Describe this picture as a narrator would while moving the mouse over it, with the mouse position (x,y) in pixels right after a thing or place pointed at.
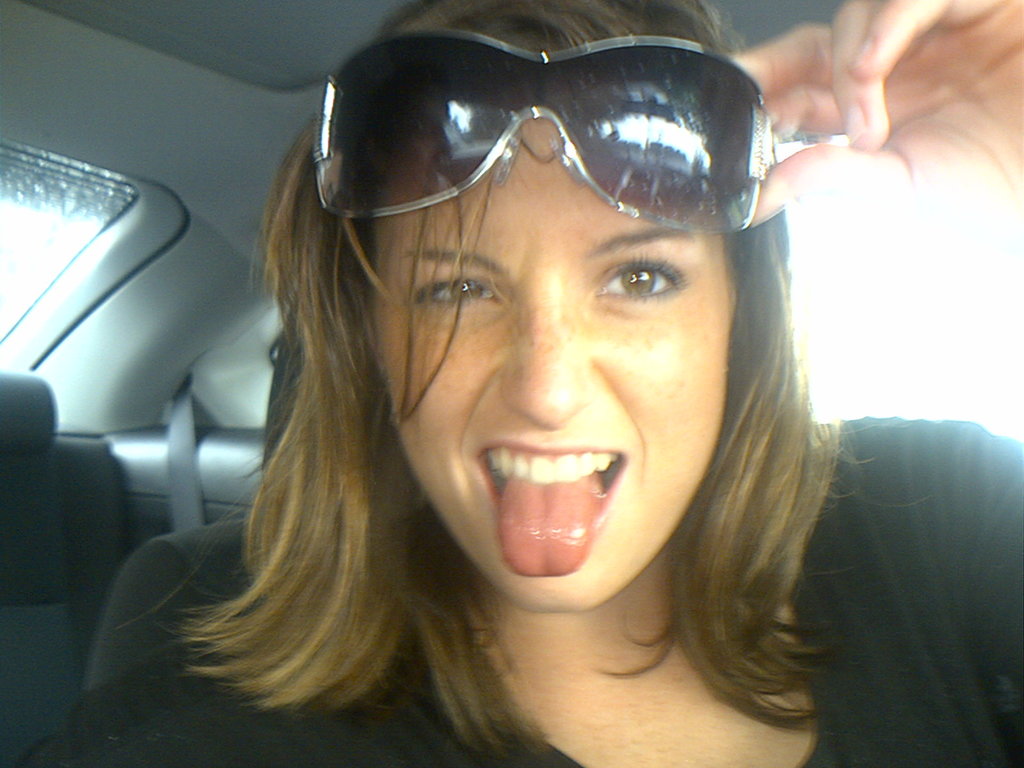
The picture inside a car (819,261) a woman (784,496) is sitting in the seat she is wearing goggles (757,94) and holding it with her hands (769,72).
